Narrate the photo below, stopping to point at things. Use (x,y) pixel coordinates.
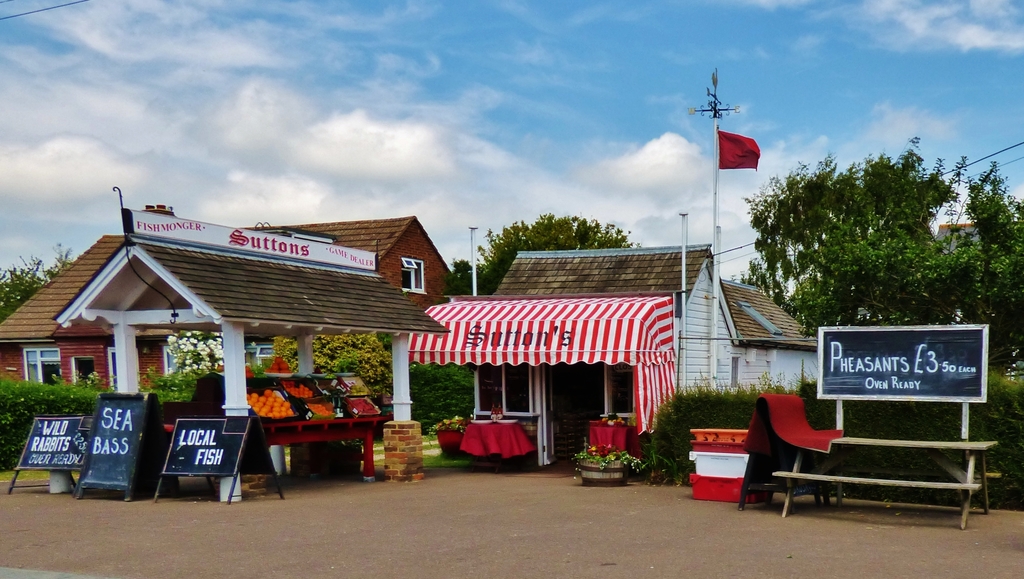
In this image, we can see shelter houses (338,235). There are trees (979,279) on the right side of the image (991,283). There is a bench (976,455) and board (864,399) in the bottom right of the image (924,487). There is a shelter (240,299) on the left side of the image (249,374) contains some fruits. There are some trays (723,464) in the middle of the image (365,381). There is a sky (803,47) at the top of the image (513,42).
